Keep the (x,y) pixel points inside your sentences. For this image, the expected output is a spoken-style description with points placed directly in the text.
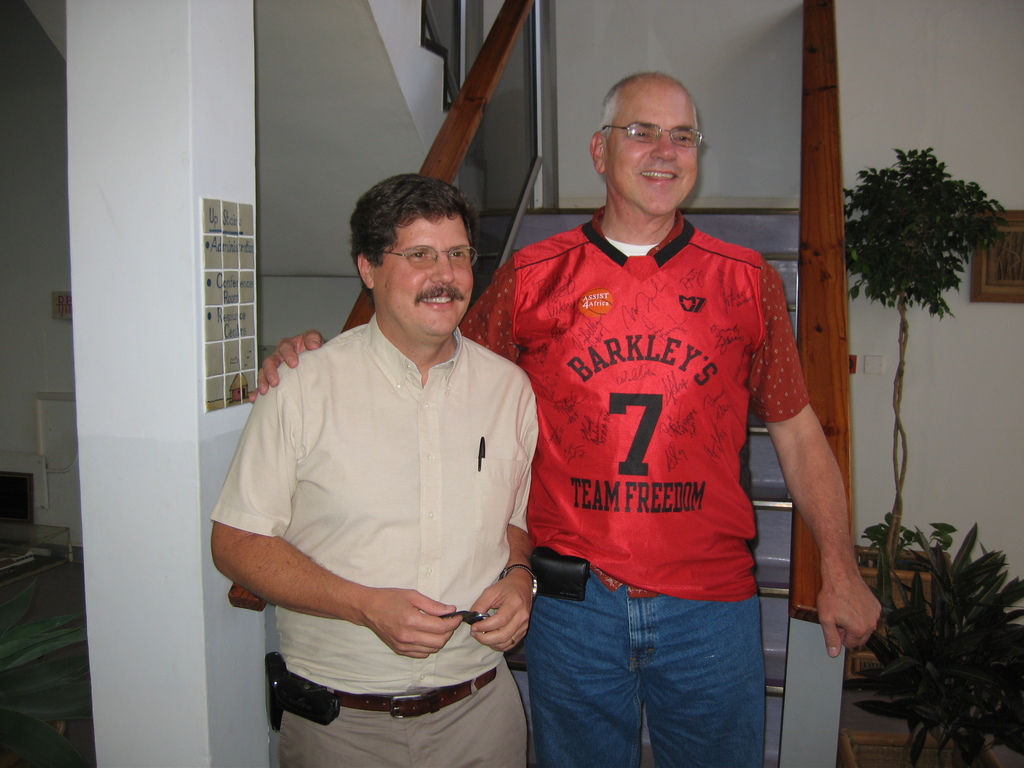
In the image we can see there are men (394,503) standing and they are wearing spectacles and behind there are stairs (764,212).
